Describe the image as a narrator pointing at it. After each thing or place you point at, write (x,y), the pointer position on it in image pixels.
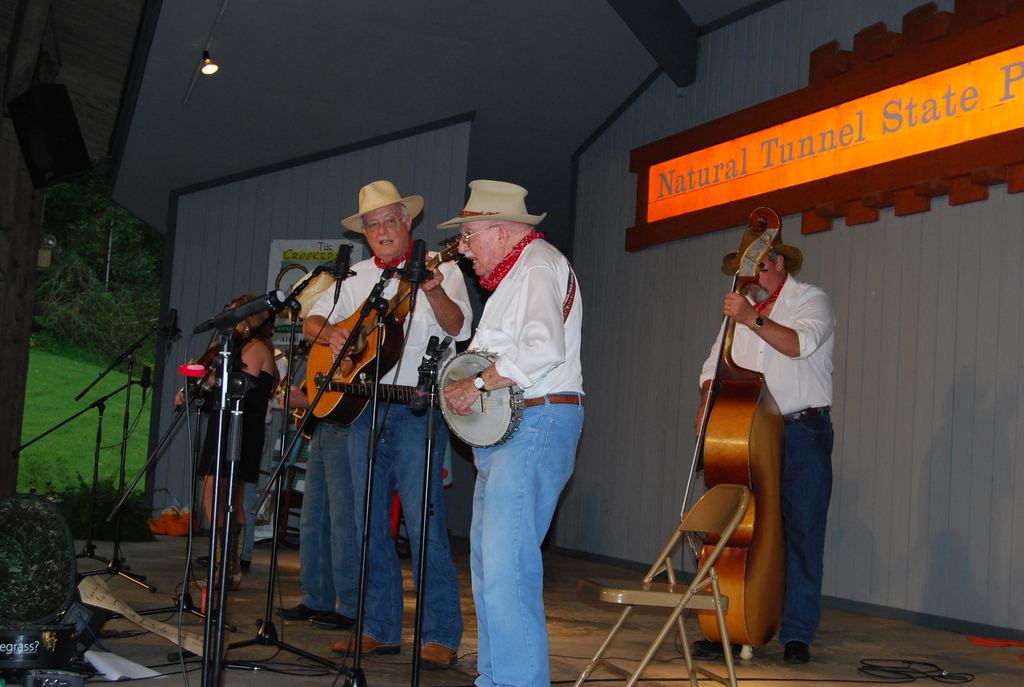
In this picture we can see some persons (524,344) standing in front of mike (341,268) and playing guitar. This is the floor (559,620) and there is a chair (738,504). On the background (934,380) there is a wall (928,276) and this is the board (892,121). Here we can see a light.
